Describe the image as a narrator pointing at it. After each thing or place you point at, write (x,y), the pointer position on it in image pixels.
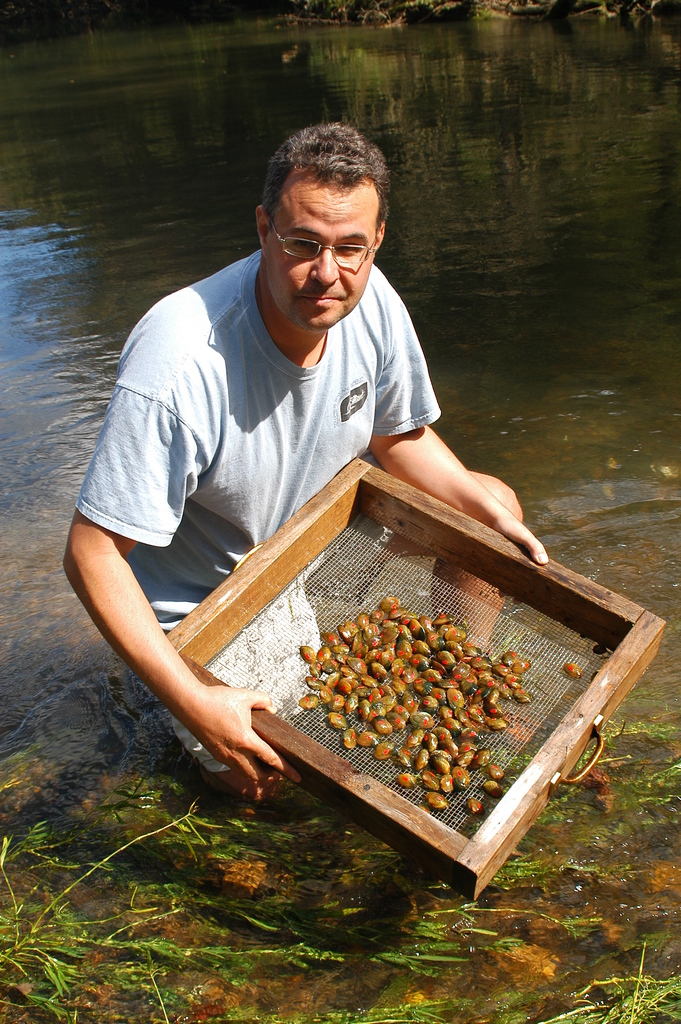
In the middle of the image (354,449) there is a man (178,422) wearing a t-shirt (207,457), sitting on the knees (262,770) in the water (211,873) and looking at the picture. He is holding a net box (437,522) which consists of some shells (402,661). At the bottom (321,958) few leaves (285,958) are visible.
